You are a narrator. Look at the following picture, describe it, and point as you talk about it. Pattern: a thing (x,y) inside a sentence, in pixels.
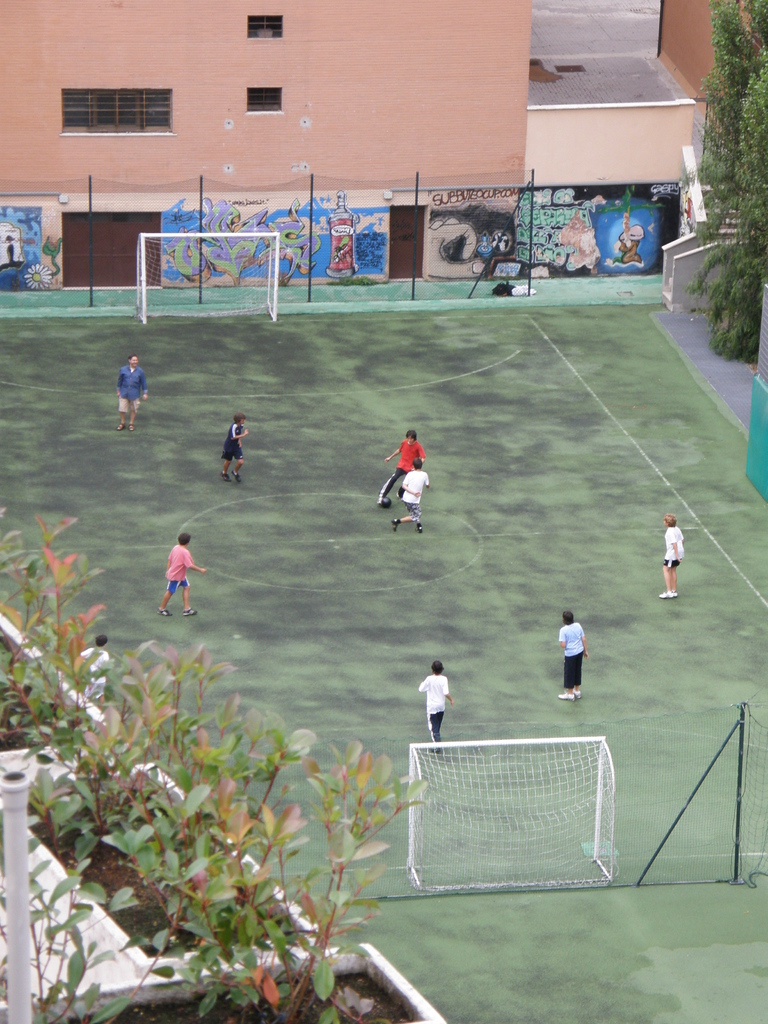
In this image we can see children (567,664) playing football. There are goal posts (529,775). In the background of the image (294,184) there is building (262,164). There is graffiti painting (286,216) on walls (333,264). To the left side of the image (113,756) there are plants (45,697). To the right side of the image (738,211) there are trees (732,211).
